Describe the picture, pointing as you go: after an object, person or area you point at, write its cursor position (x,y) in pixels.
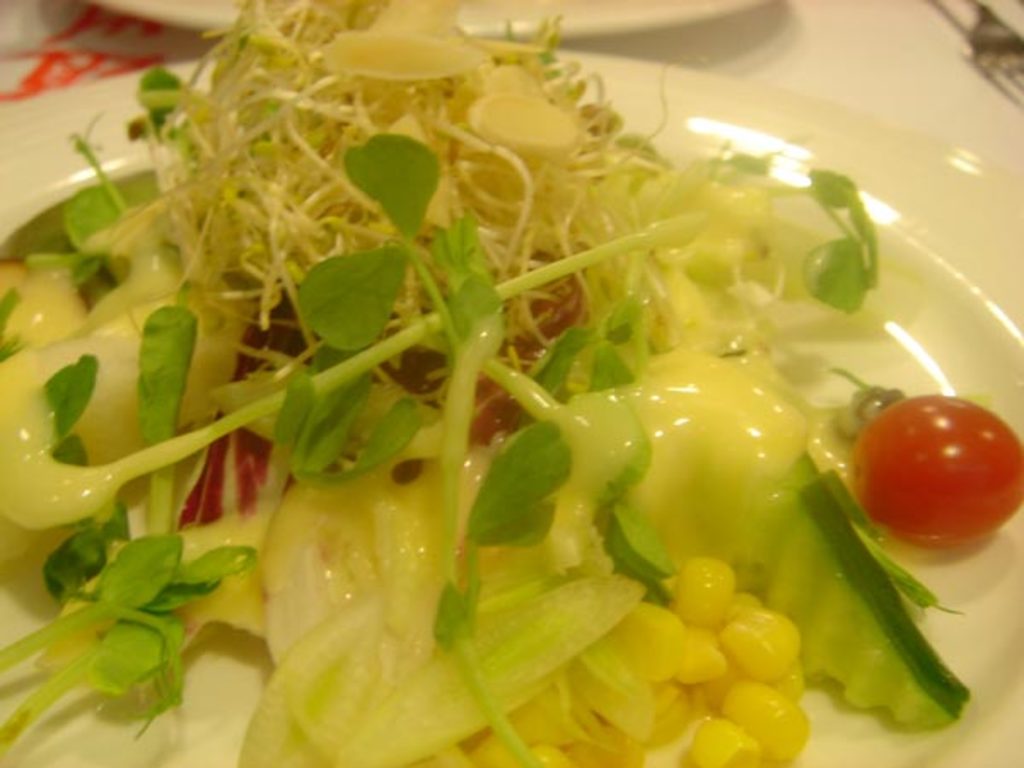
In this picture I can see there is a plate (602,79) of food (460,377) here, it has some corn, leafy vegetables (517,518) and cherry (927,520). There are forks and there is another plate (140,3) on the table (833,66).
